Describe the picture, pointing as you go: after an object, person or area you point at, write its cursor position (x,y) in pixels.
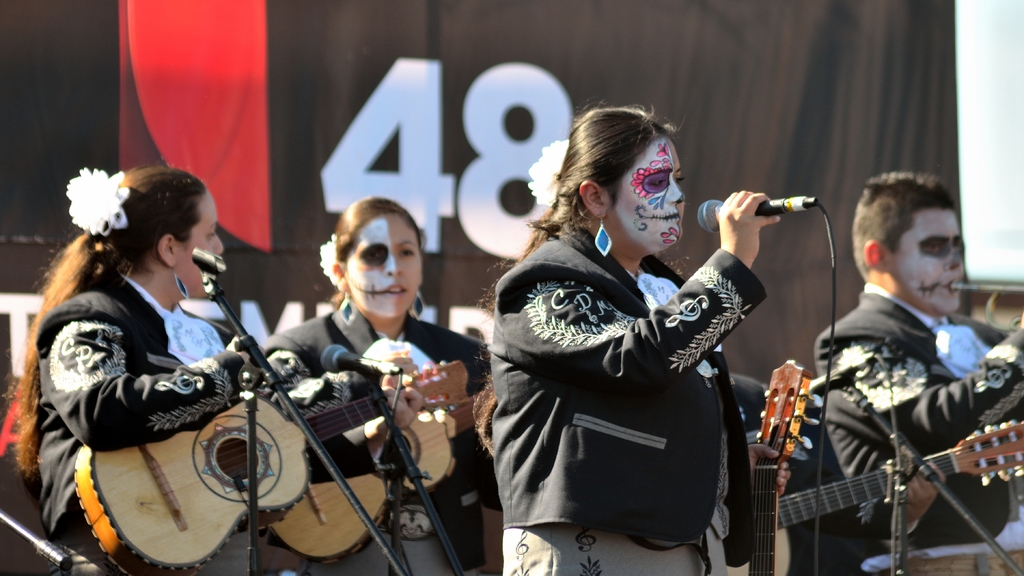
In this picture there are three women (549,272) and a man (926,274) who are playing musical instruments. These musical instruments (320,433) include guitar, vihuela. There is a mic (720,209) and a black poster (382,83) at the background (473,164).
